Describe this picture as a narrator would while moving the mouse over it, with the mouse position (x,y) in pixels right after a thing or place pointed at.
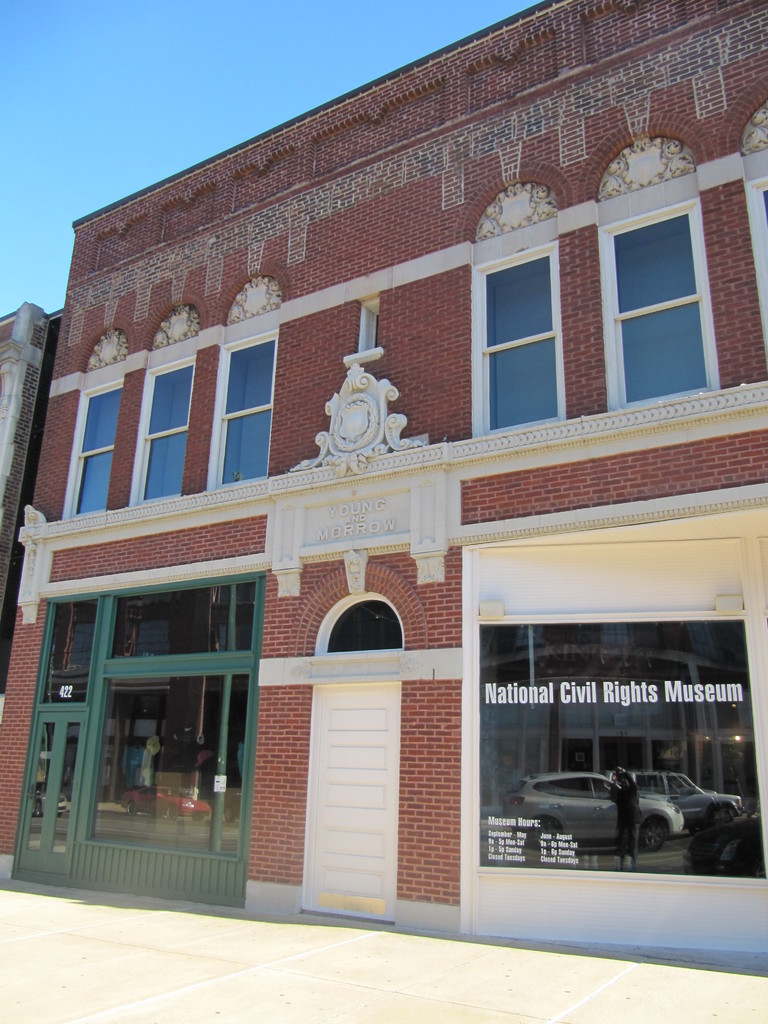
In this image there are buildings (358,527) and we can see sculpture (309,465) on the building (365,486). In the background (255,115) there is sky (228,115). We can see reflection (588,831) of cars (599,825) and a person (622,818) in the glass (591,814).
